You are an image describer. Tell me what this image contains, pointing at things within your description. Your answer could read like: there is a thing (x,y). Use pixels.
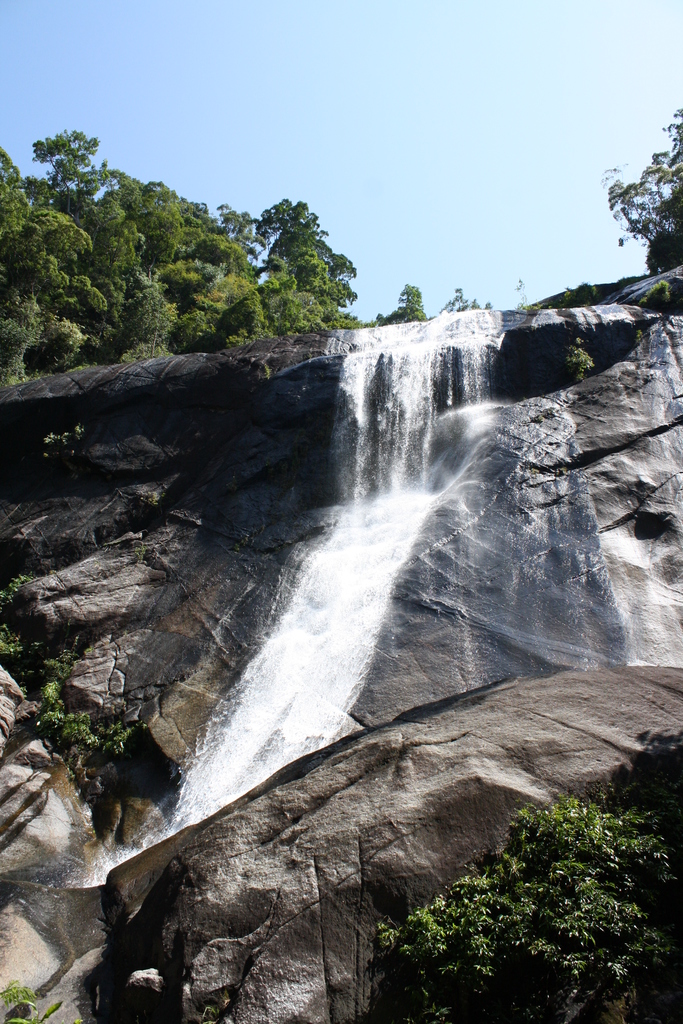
In this image we can see a waterfall (439,458). There is a sky (365,241) in the image. There are many trees (214,287) and plants (54,713) in the image.
